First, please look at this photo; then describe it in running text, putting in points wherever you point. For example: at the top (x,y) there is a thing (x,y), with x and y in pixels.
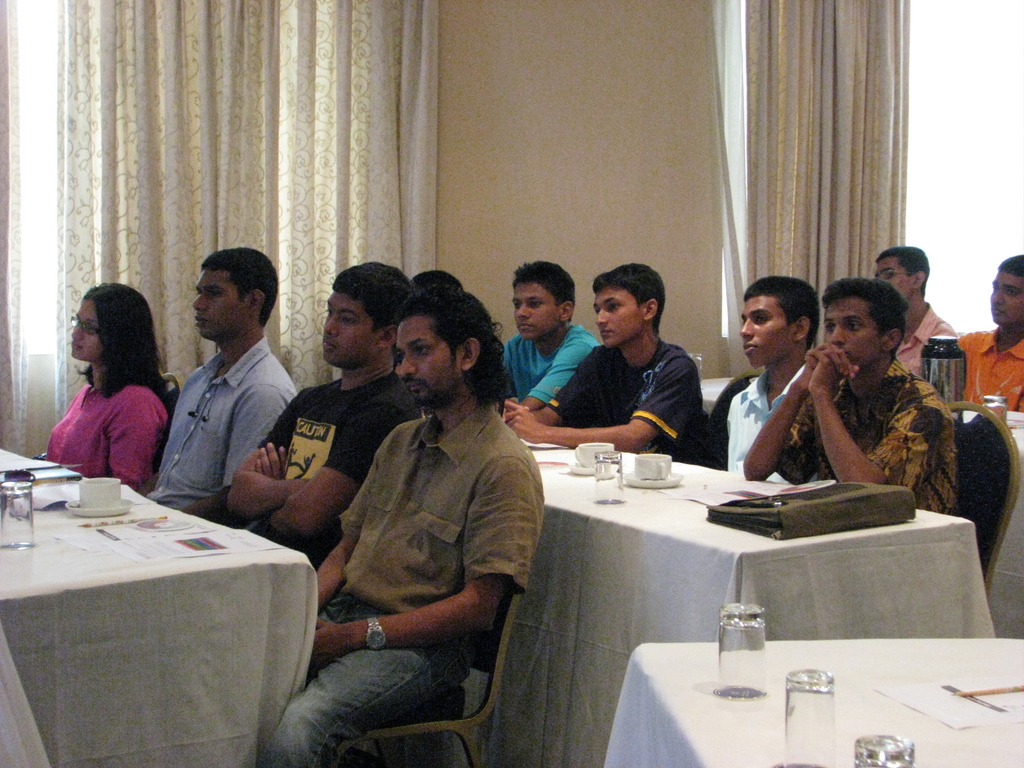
This is a picture of a group of people (901,475) sitting on chairs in front of the tables (225,589) on which there are some glasses (25,486), cups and papers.
